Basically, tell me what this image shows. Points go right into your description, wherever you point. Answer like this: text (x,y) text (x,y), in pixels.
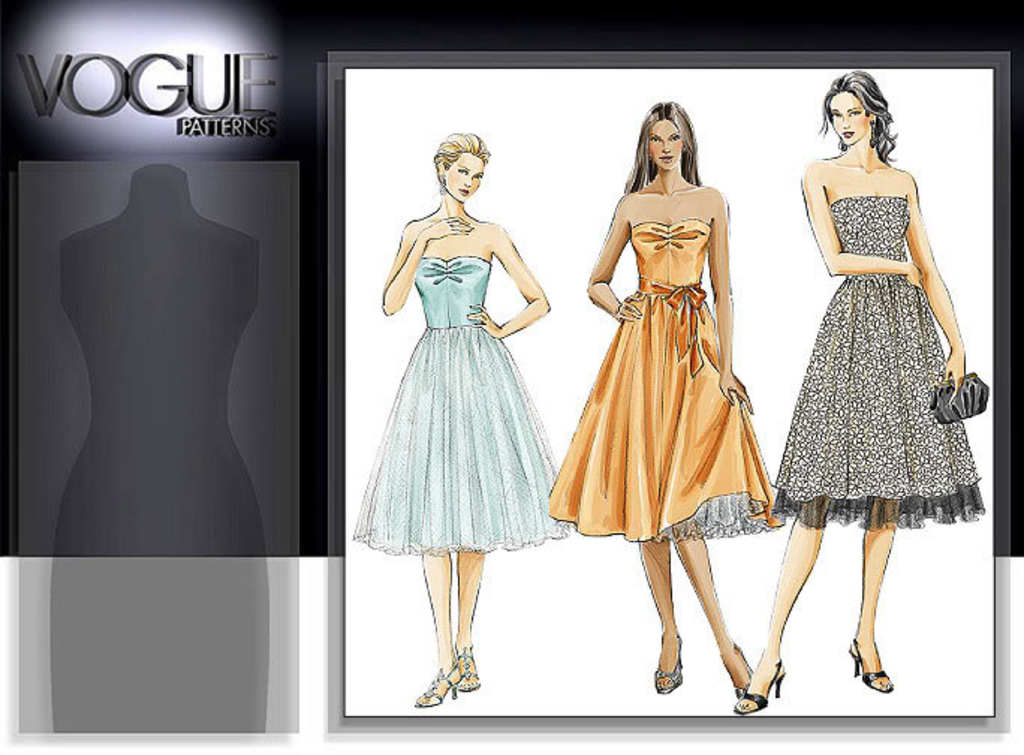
In the foreground of this poster, on the right (879,478) there is sketch (661,476) of three women (645,434) wearing frocks (836,431) are standing. On the left (160,294), there is a shade (171,455) of a mannequin (161,385) and the text (57,92) on the top (156,116).
